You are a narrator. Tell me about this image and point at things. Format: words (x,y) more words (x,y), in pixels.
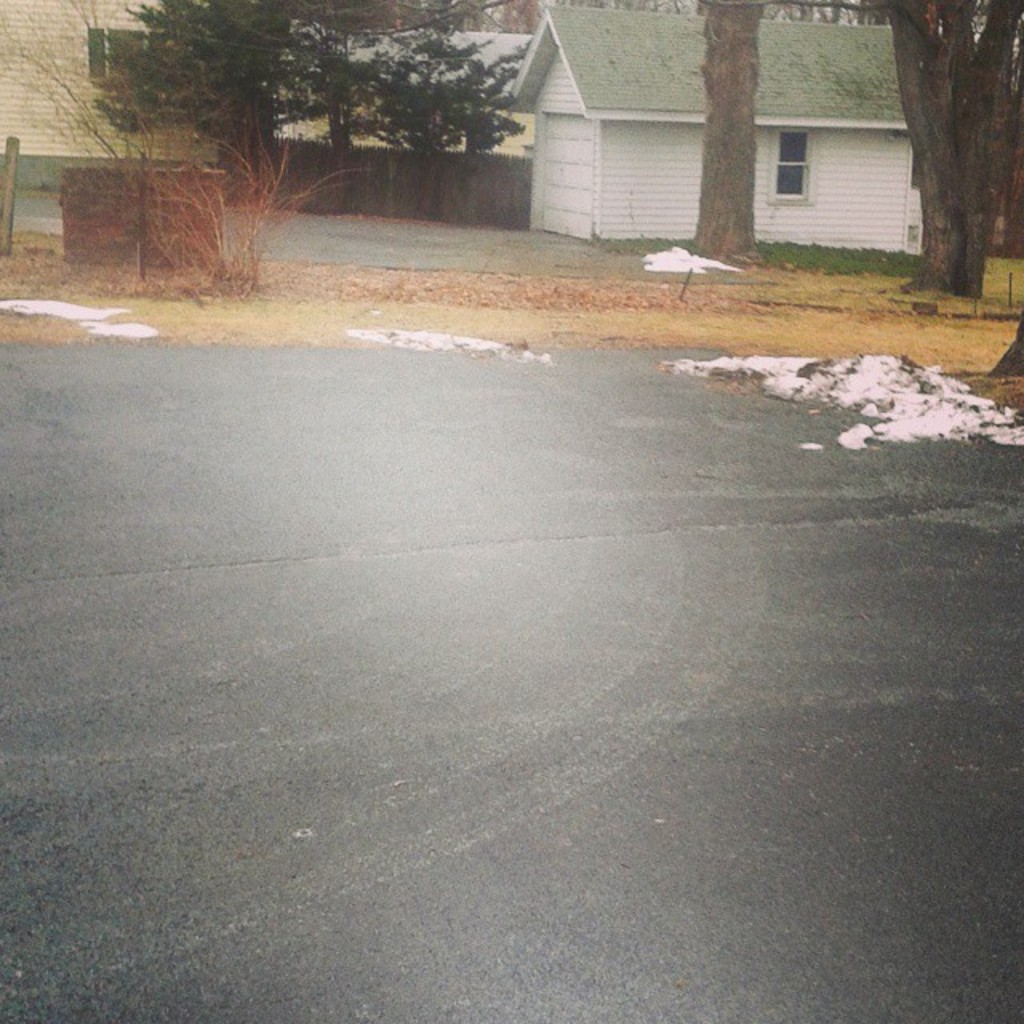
In this image, we can see sheds (522,101), trees (307,111), plants (225,232) and there is a pole (8,190) and a wall (161,214) and at the bottom (772,687), there is some snow (837,378) on the road (442,671).
